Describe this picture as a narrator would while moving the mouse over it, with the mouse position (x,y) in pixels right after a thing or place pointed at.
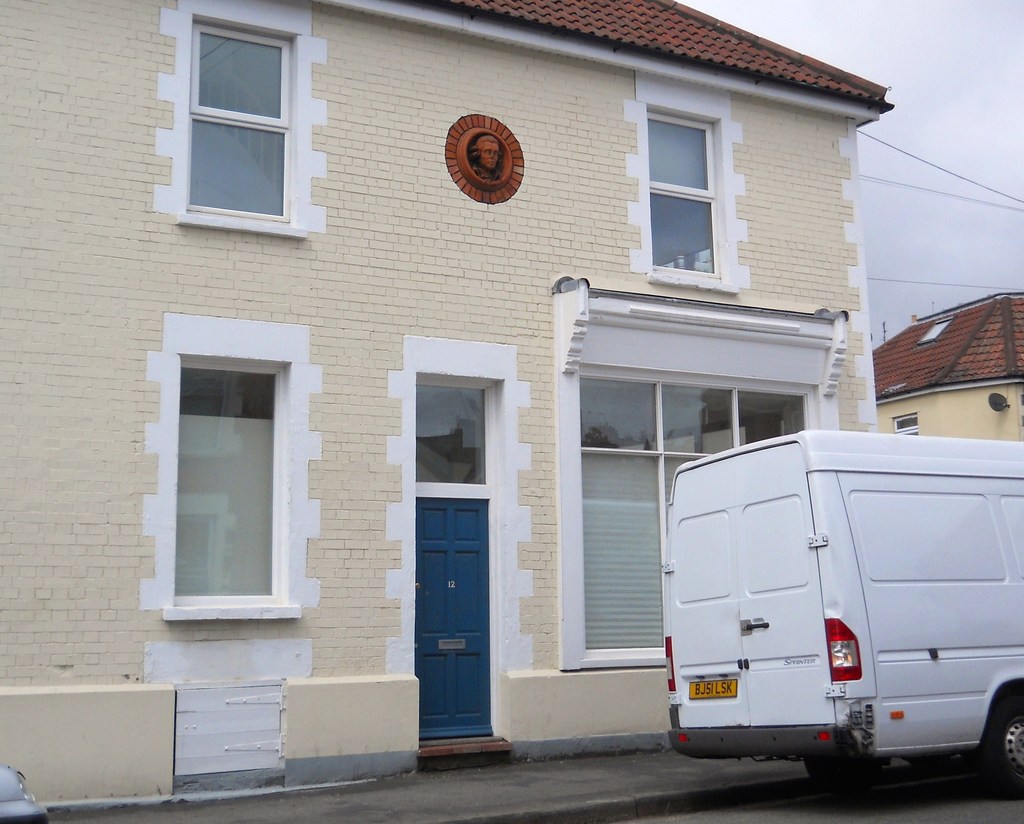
In this image we can see a house (262,401) with windows (657,170), door (487,541). There is a depiction of a person (484,135) on it. To the right side of the image (915,342) there is a house (957,388). There is a vehicle (835,468) on the road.
